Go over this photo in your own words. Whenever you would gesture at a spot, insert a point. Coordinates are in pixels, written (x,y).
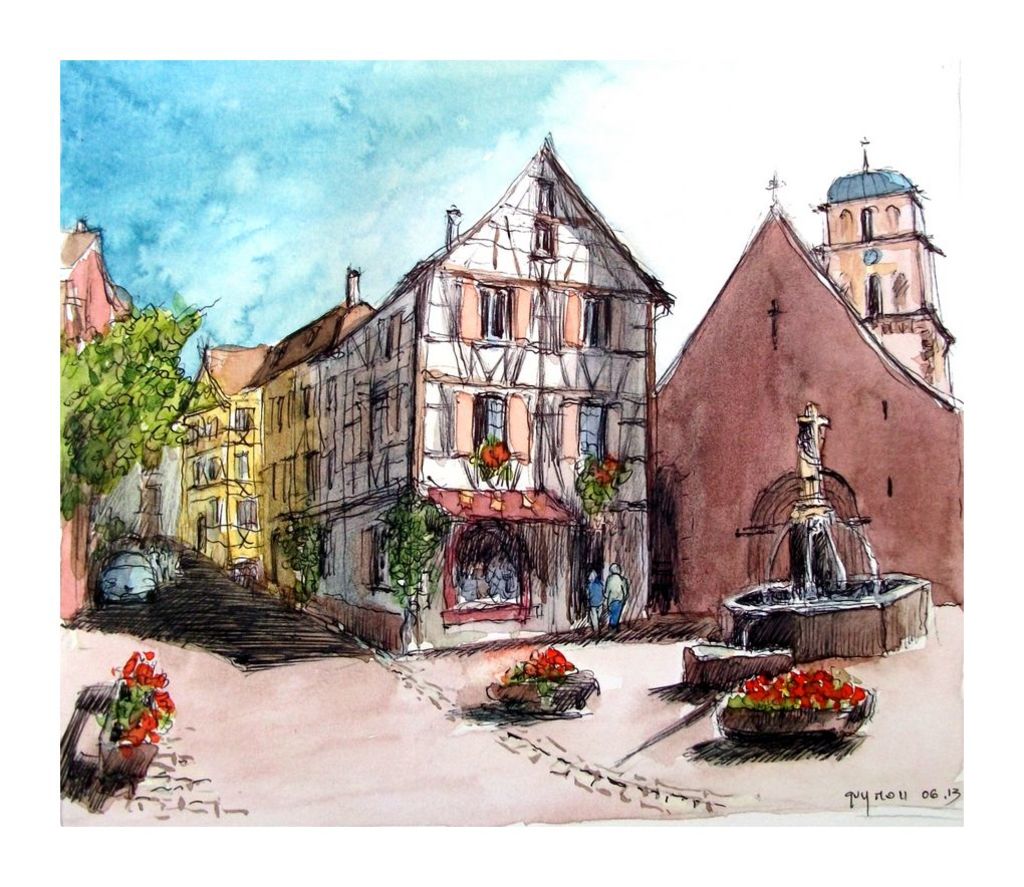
This is a drawing in this image there are buildings (520,381), fountain (843,607), trees (92,453), flowers (799,684). At the bottom (293,772) there is walkway (955,757), and at the top (226,134) there is sky (233,187).
